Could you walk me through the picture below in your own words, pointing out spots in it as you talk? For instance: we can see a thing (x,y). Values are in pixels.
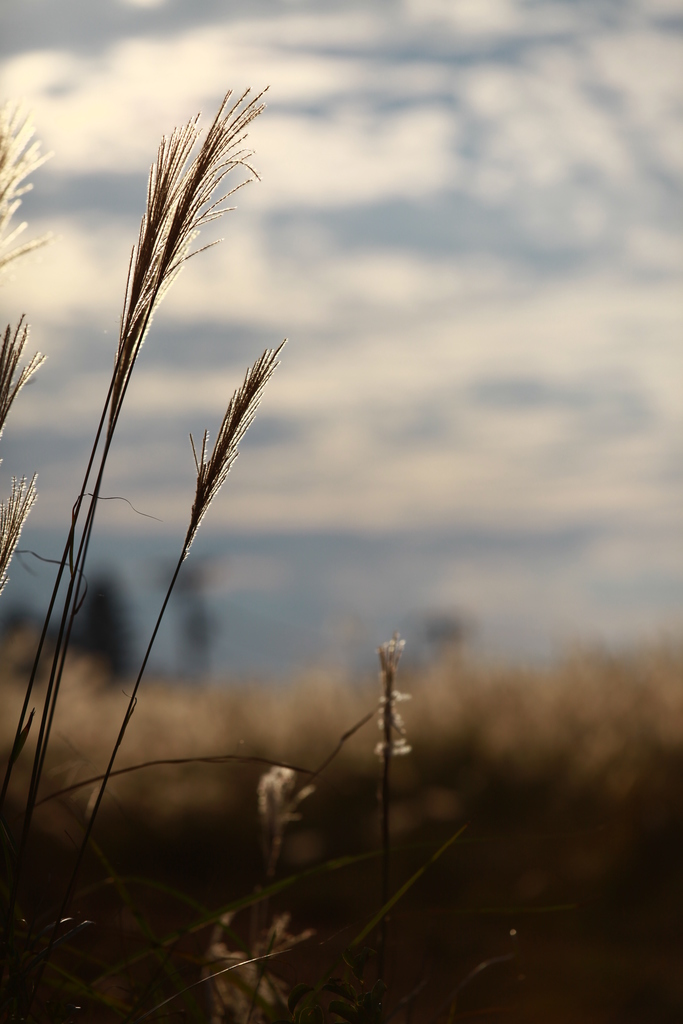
In this picture I can see grass (8,155), and there is blur background (434,525).
